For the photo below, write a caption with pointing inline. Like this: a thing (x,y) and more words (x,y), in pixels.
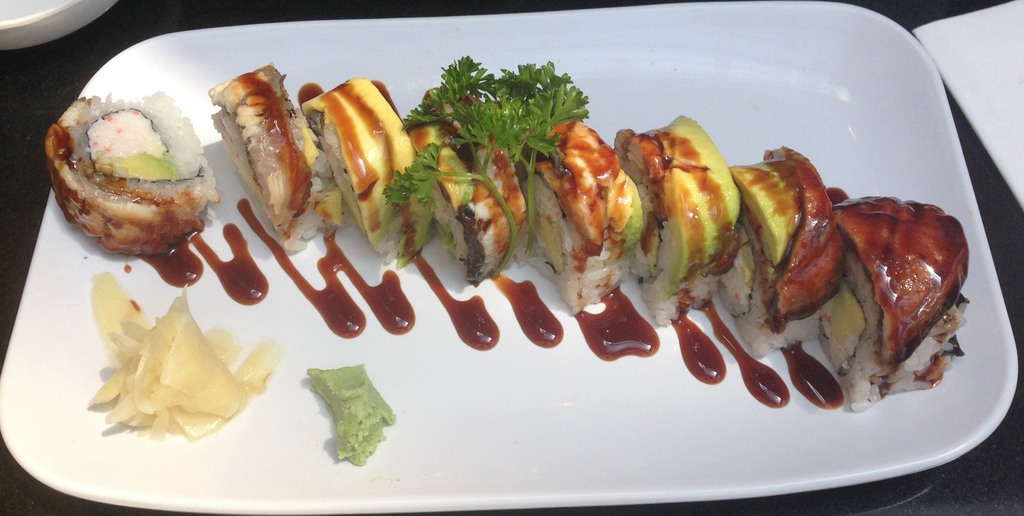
In this image I can see food (190,144) which is in brown, red, cream and green color in the plate (513,382) and the plate (575,359) is in white color.
